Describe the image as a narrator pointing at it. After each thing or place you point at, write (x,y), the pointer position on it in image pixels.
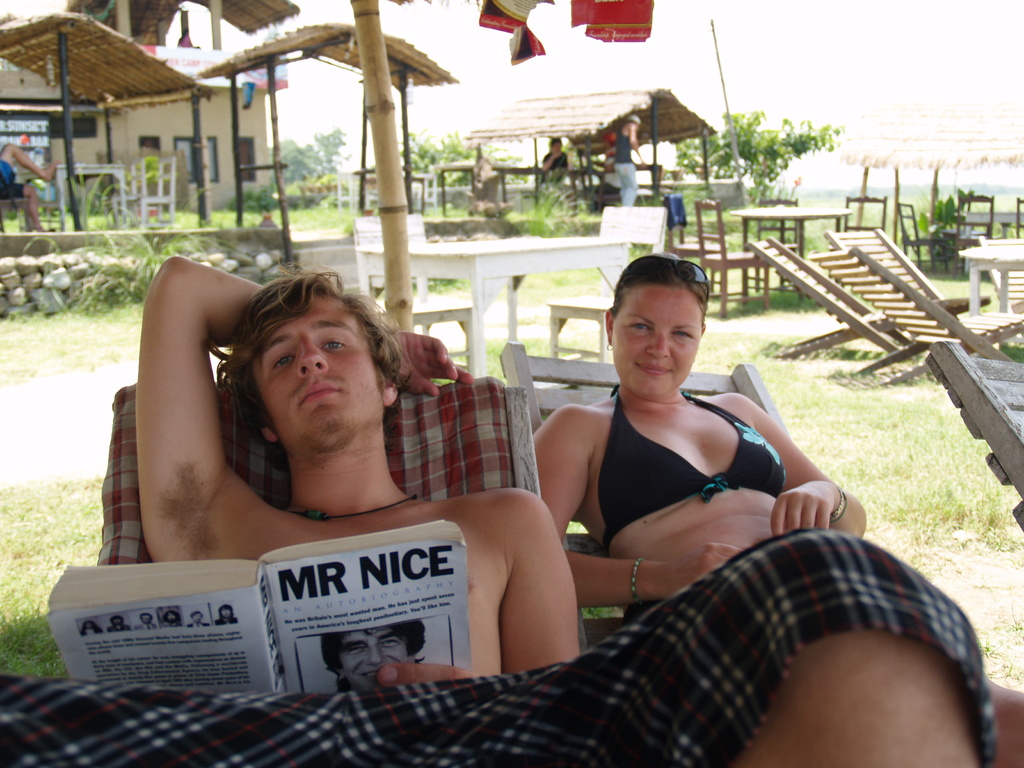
In this image I can see a man (495,507) and a woman (662,490) are lying on chairs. The man (307,409) is holding a book (289,618) in the hand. In the background (262,185) I can see a house (210,125), tables (493,266), chairs (968,425), the grass (565,289), plants (688,167) and some other objects (477,195) on the ground (584,293).
